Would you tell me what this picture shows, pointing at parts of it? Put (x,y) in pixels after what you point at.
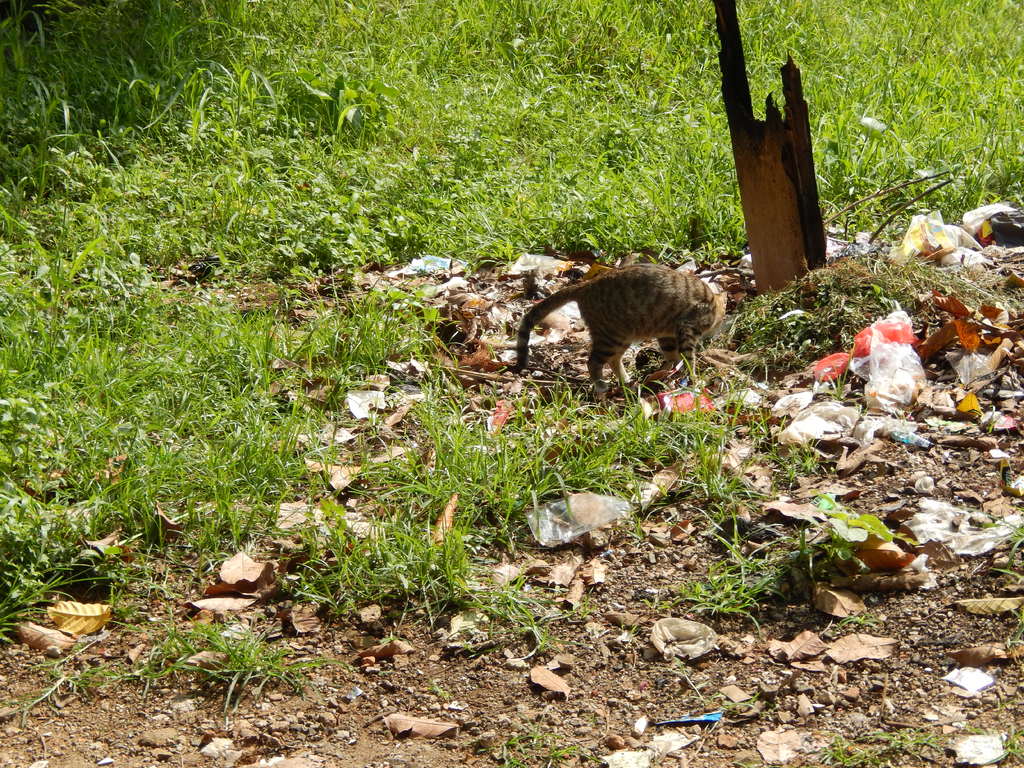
In this picture we can see a cat (696,303), plastic covers (879,355), dried leaves (673,480) on the ground (296,503) and in the background (379,58) we can see grass (642,19).
